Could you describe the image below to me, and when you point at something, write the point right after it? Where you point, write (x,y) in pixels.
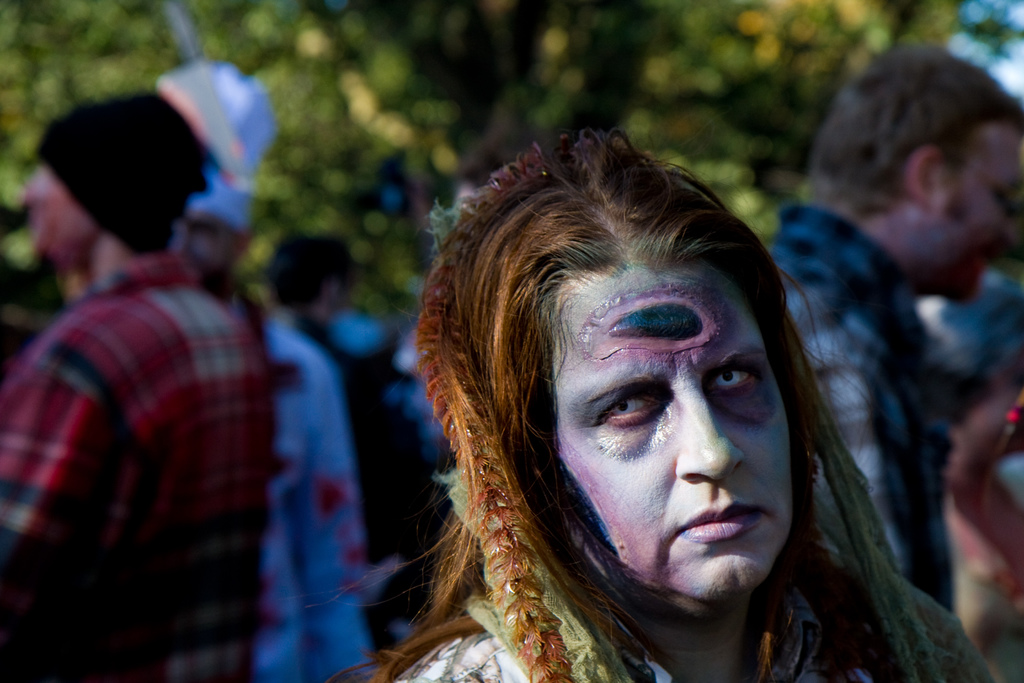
In this picture we can see a few people (582,297). We can see some leaves (323,178) in the background (592,13). Background (999,36) is blurry.
